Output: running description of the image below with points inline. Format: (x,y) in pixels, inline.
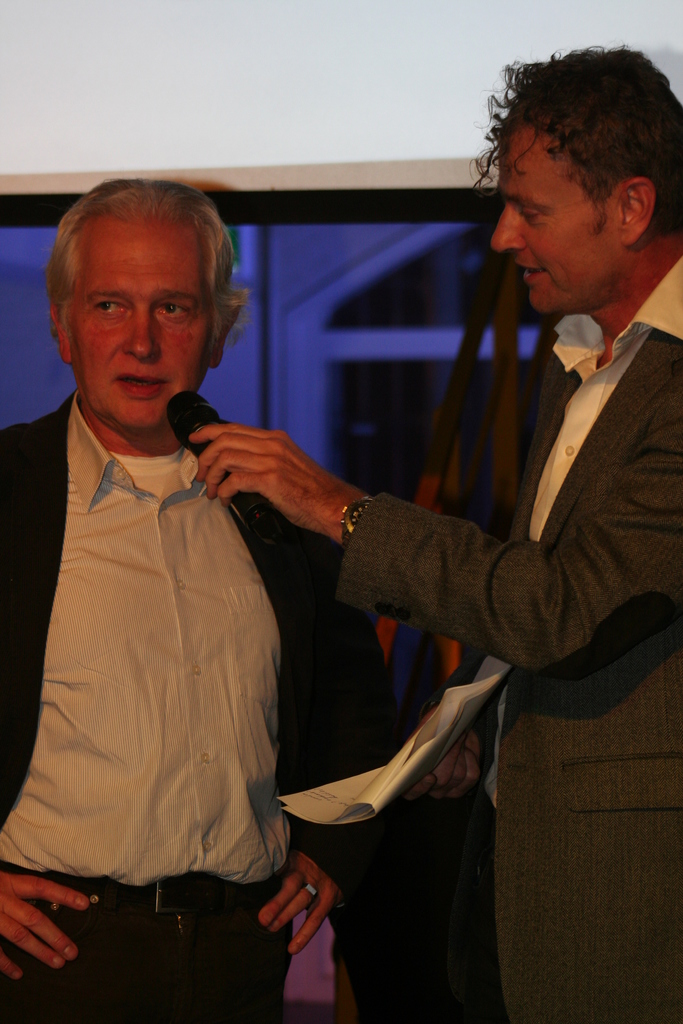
In this picture we can see two men (238,737) are standing in the front (466,673), a man (567,669) on the right side (572,669) is holding papers (422,760) and a microphone (244,501), a man (184,551) on the left side (198,648) is speaking something.
